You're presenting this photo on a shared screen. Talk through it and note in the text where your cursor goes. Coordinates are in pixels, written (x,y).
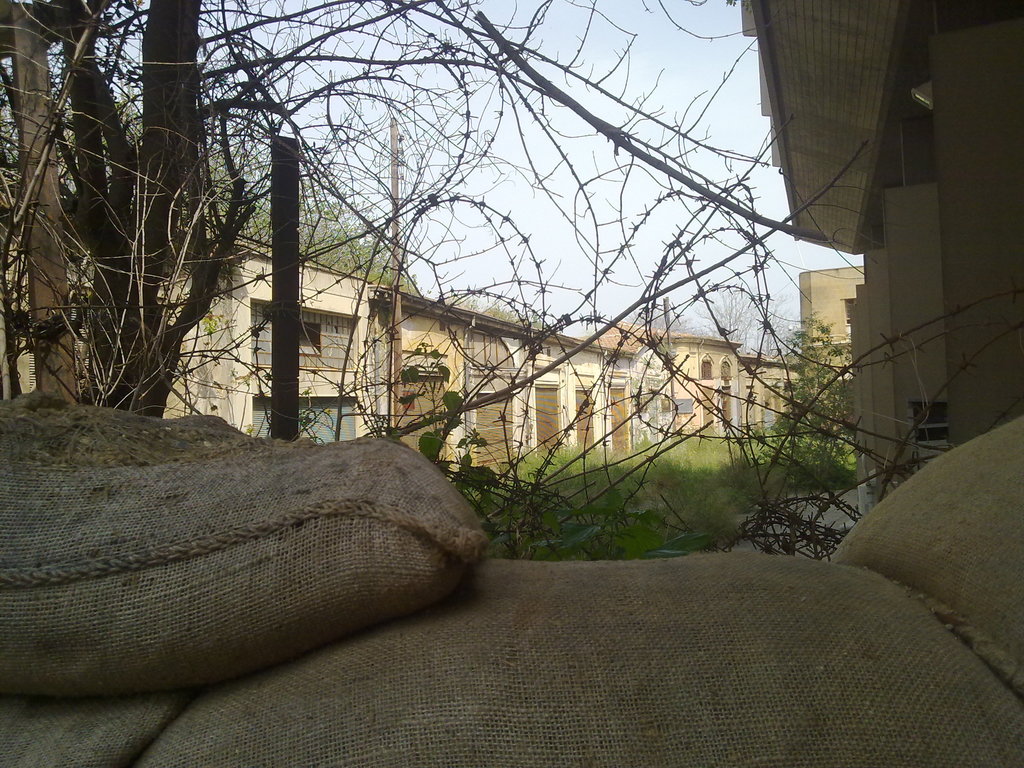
There are sacks (661,616). Behind that there are metal wires (592,327) with hooks (592,327). On the right side (941,193) there is a building (891,313). On the left side (158,216) there are trees (228,246). In the background (490,345) there are buildings (483,362), grass (700,467) and sky (587,210).
